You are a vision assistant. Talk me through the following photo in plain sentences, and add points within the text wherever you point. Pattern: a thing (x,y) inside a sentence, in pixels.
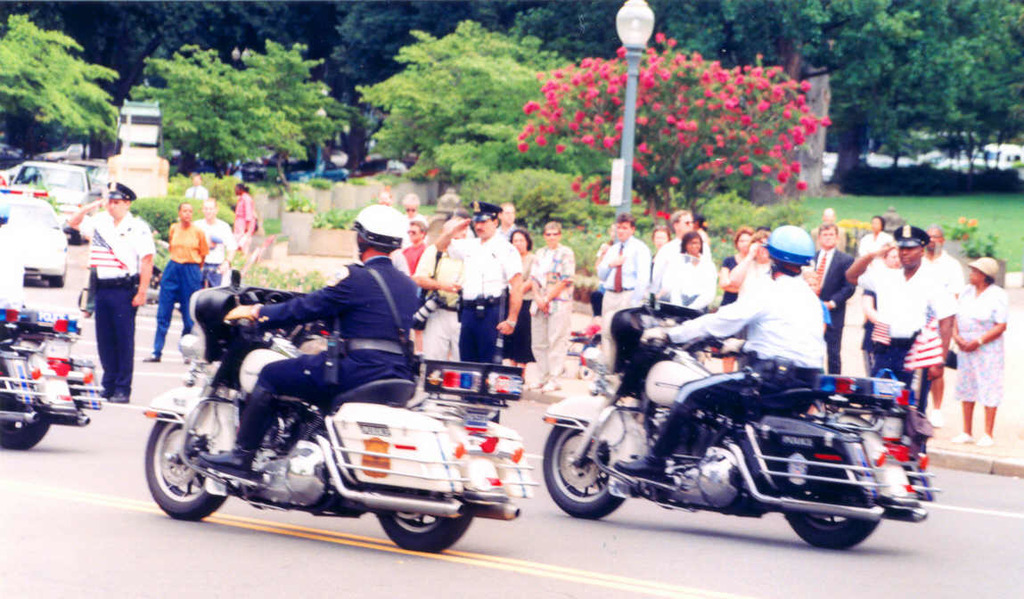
On the background (623,93) we can see trees (567,90). This is a fresh green grass (968,204). Here we can see persons (965,306) standing on the footpath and on the road (146,314). We can see people (298,378) riding vehicles (237,378) on the road (142,385). We can see three traffic police (109,309) saluting to the people (732,311). This is a light (632,96).
